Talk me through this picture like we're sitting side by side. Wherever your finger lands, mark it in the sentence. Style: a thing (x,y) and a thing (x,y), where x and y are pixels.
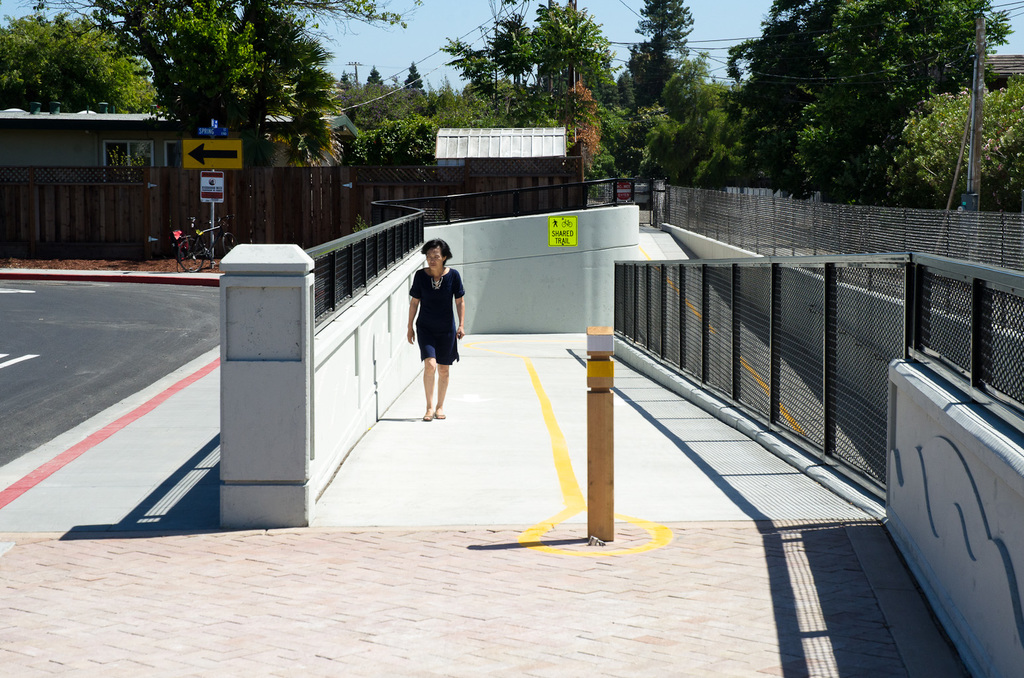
In the foreground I can see fence (718,348), boards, bicycle (230,243) and a person (429,352) is walking on the road (414,391). In the background (951,179) I can see trees (705,146), buildings (549,141), light poles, wires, windows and the sky (342,60). This image is taken may be during a day.
